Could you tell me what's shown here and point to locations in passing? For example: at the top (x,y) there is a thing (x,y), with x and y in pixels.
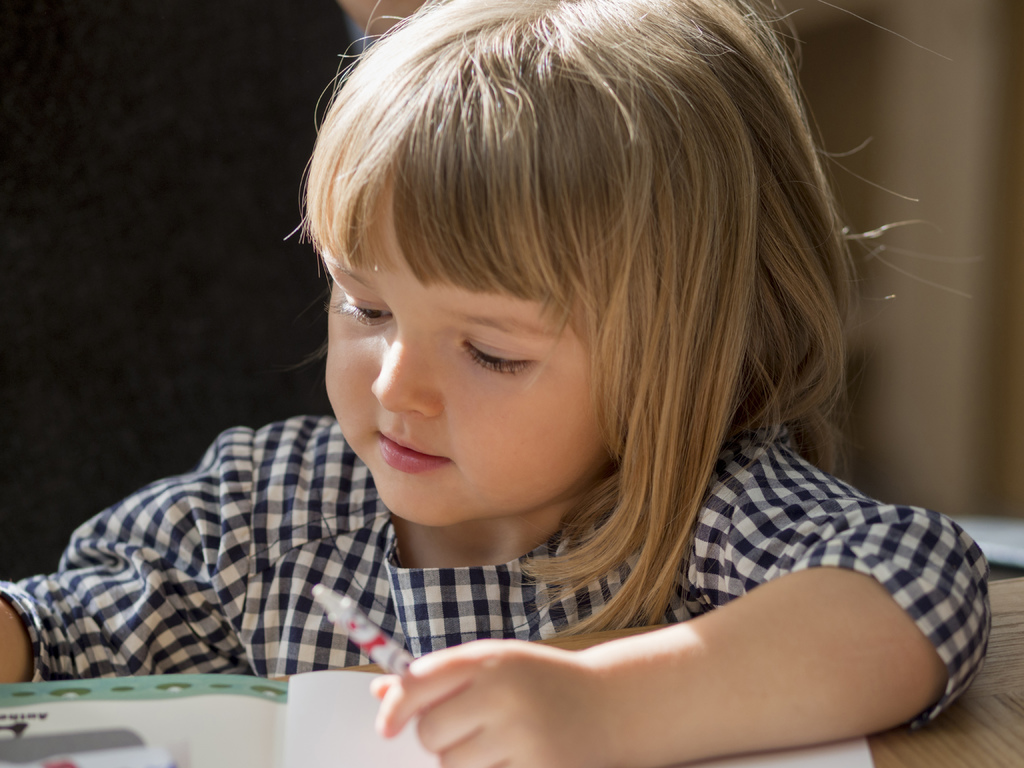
This is a zoomed in picture. In the center (364,498) there is a kid (355,515) holding a pen (398,660) and seems to be sitting. In the foreground (355,698) we can see the book (369,735) on the top of the wooden table (1002,664). In the background (896,85) there are some objects (896,85).
